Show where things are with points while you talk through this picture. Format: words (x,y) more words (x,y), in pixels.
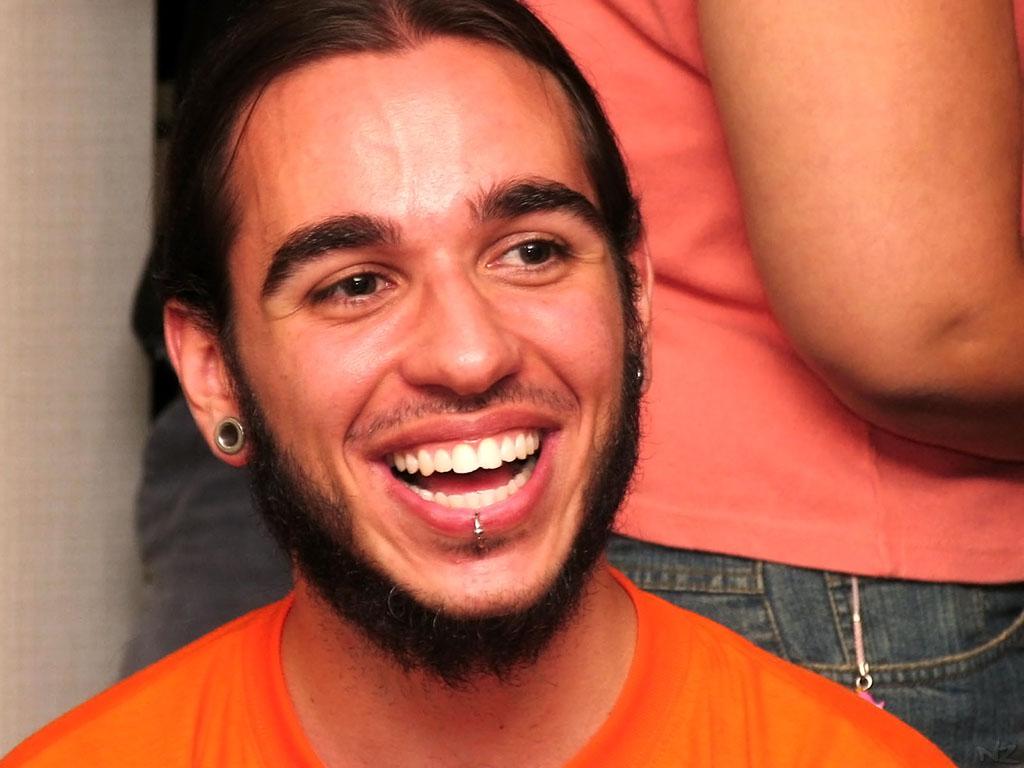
In the image there is a bearded man (451,720) in orange t-shirt (661,703) smiling and behind him there are two persons (778,273) standing.
